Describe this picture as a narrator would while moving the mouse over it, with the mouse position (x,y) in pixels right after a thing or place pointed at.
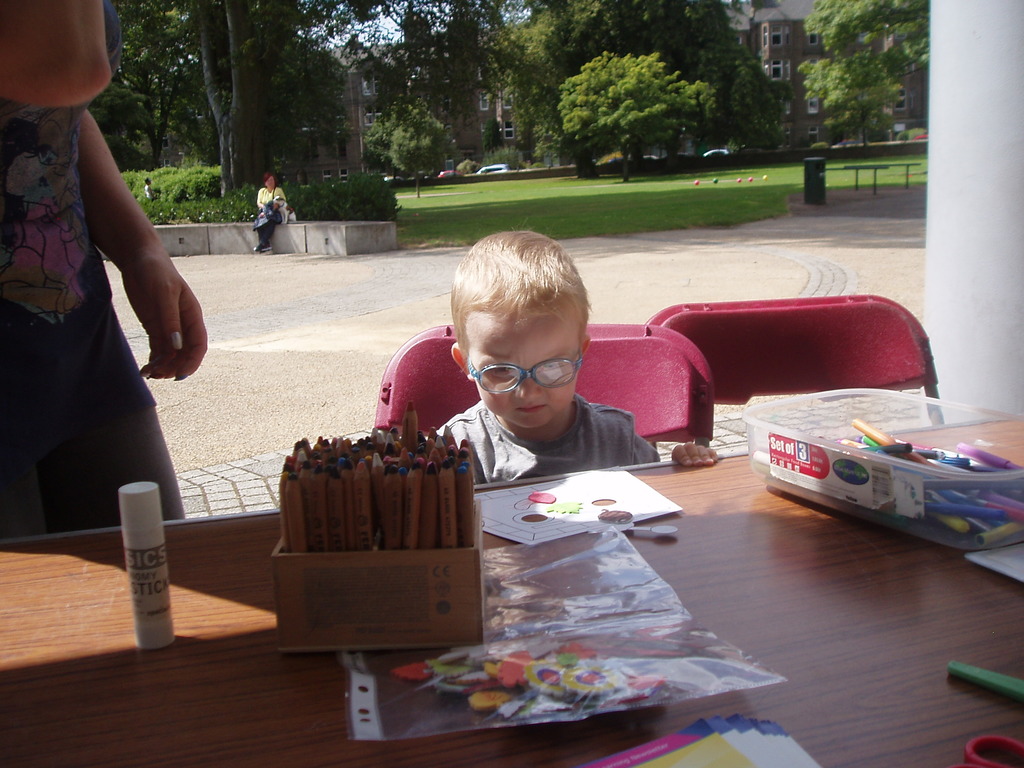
This picture is clicked outside the city. In front of the picture, we see a table (865,587) on which crayons (433,453), glue stick (165,602), plastic cover (535,628), paper (559,534), the box (834,461) with sketches (915,461), scissors (970,748) is placed on it. Behind the table (869,728), we see a boy (514,350) with spectacles (538,365) is sitting on red chair (656,380). Behind him, we see a road (298,306) and we see women (262,244) in yellow t-shirt (268,193) is sitting on the bench (253,233). Behind her, we see many trees (405,100) and behind trees (511,89), we see cars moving on the road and we also see buildings (781,58).
